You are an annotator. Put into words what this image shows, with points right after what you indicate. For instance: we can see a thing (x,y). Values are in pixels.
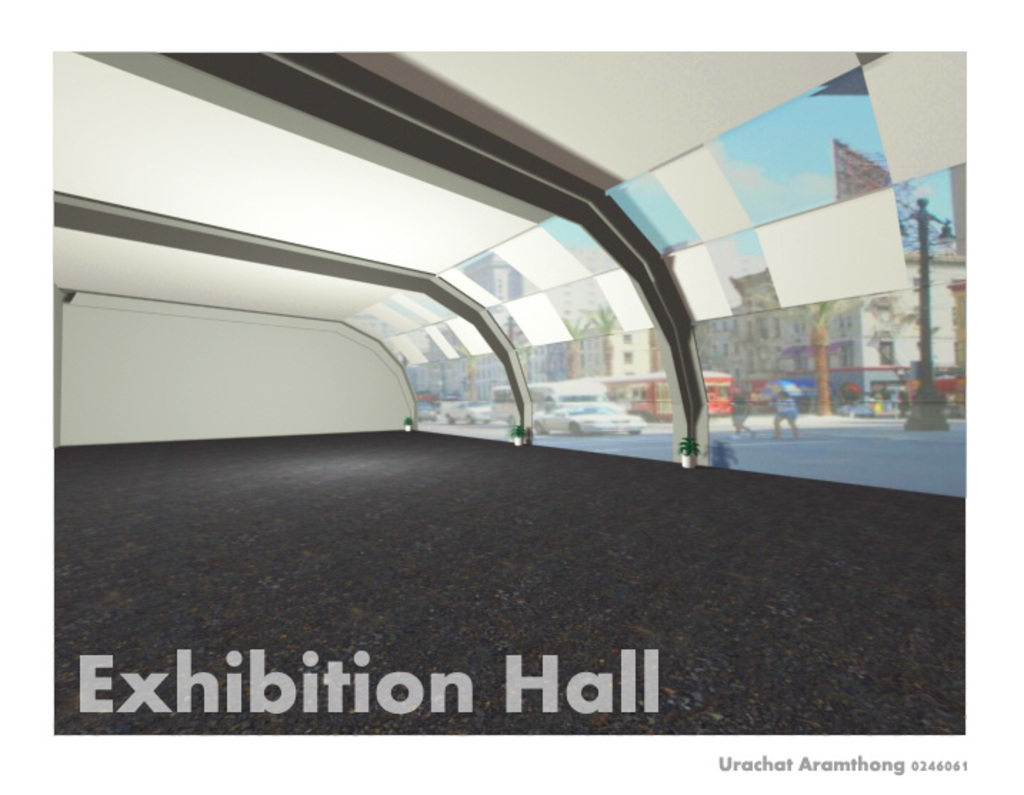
In this picture I can see the inside view of the exhibition hall (279,344). Through the glass partitions (508,402) I can see the car (599,414), bus (645,411) and other vehicles (628,406) were running on the road (730,443). Beside them I can see the streetlights (926,360) and building (786,342). On the right (744,412) there are two persons (784,398) who are crossing the road (719,451). beside them I can see the street lights (922,290). In the top right corner (863,164) I can see the advertisement board (844,170), sky (834,193) and clouds (829,173). At the bottom (627,661) I can see the watermarks (657,662).
